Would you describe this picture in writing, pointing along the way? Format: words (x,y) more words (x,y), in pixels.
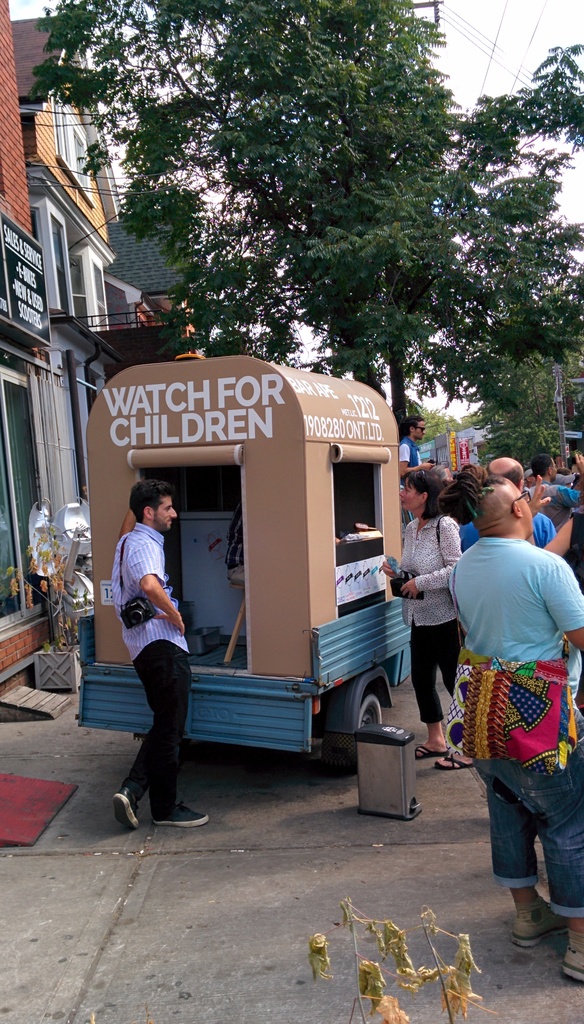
In this picture we can observe a vehicle (125,493) which is in brown and blue color. We can observe some people (432,540) standing near this vehicle (255,701). In the background (404,268) there are trees (315,249), building (91,315) and a sky (456,67).
